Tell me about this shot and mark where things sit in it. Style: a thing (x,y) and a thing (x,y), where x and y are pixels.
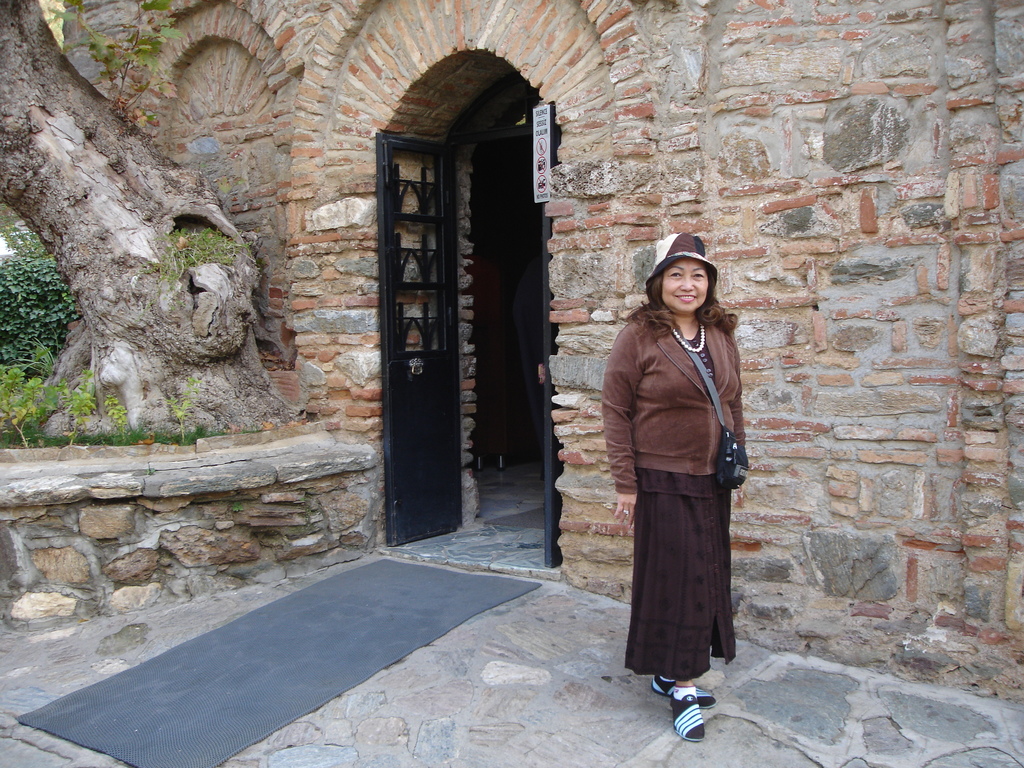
In the foreground of the image (674,467) we can a woman (685,410) wearing a hat (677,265) is standing on the ground (664,723). In the background (467,549), we can see a building (736,267) with door (439,338), sign board (544,187) with some text (541,130), a group of plants (19,394) and tree (48,140).
